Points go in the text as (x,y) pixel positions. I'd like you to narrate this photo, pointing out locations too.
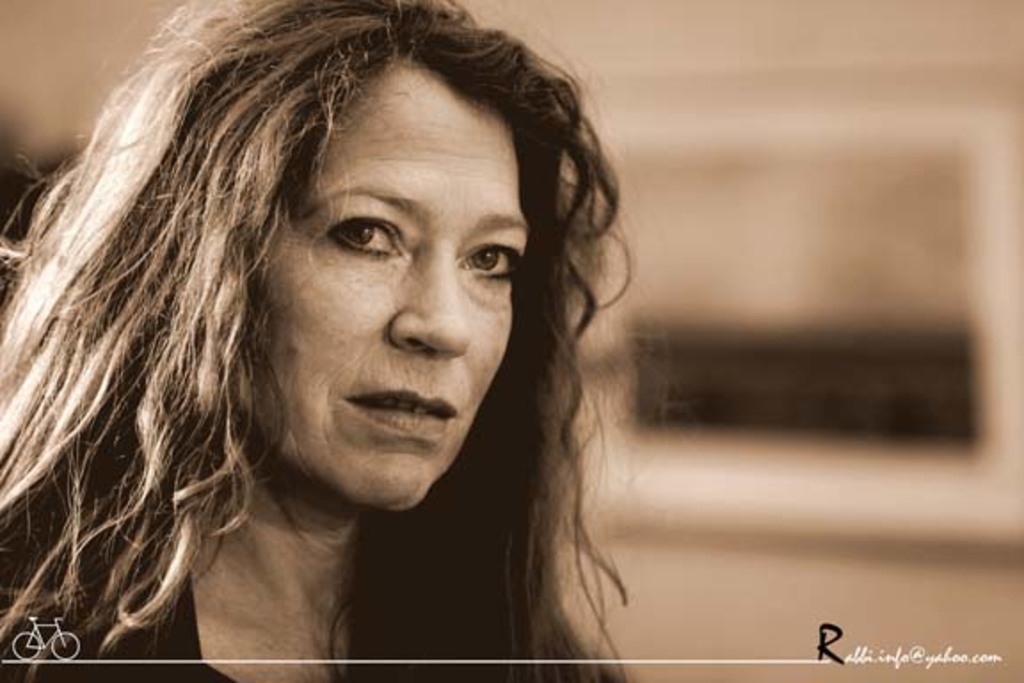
This is a woman (143,625).
